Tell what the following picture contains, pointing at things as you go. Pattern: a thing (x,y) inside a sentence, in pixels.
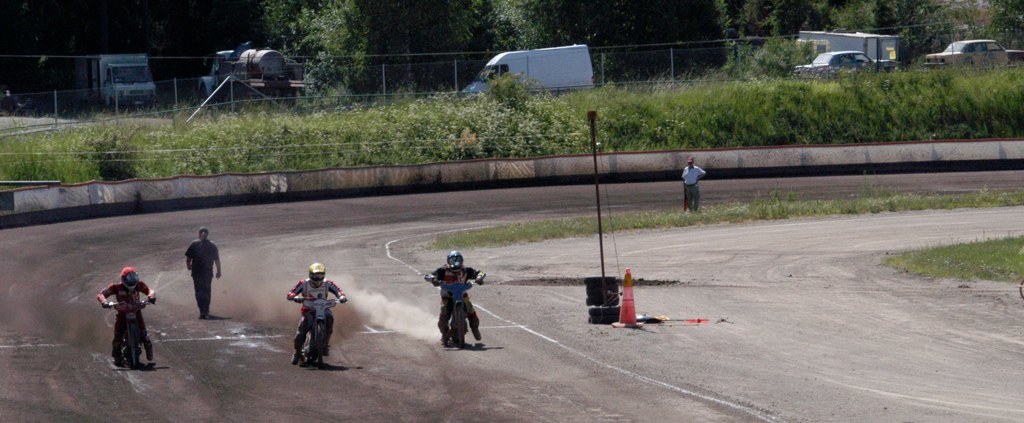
In this picture we can see three persons (438,276) riding motor bikes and a person (200,250) walking on the road (151,233), traffic cone (625,324), grass (764,198), fence (686,75), trees (960,19), vehicles (232,49) and in the background (700,177) we can see a man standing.
